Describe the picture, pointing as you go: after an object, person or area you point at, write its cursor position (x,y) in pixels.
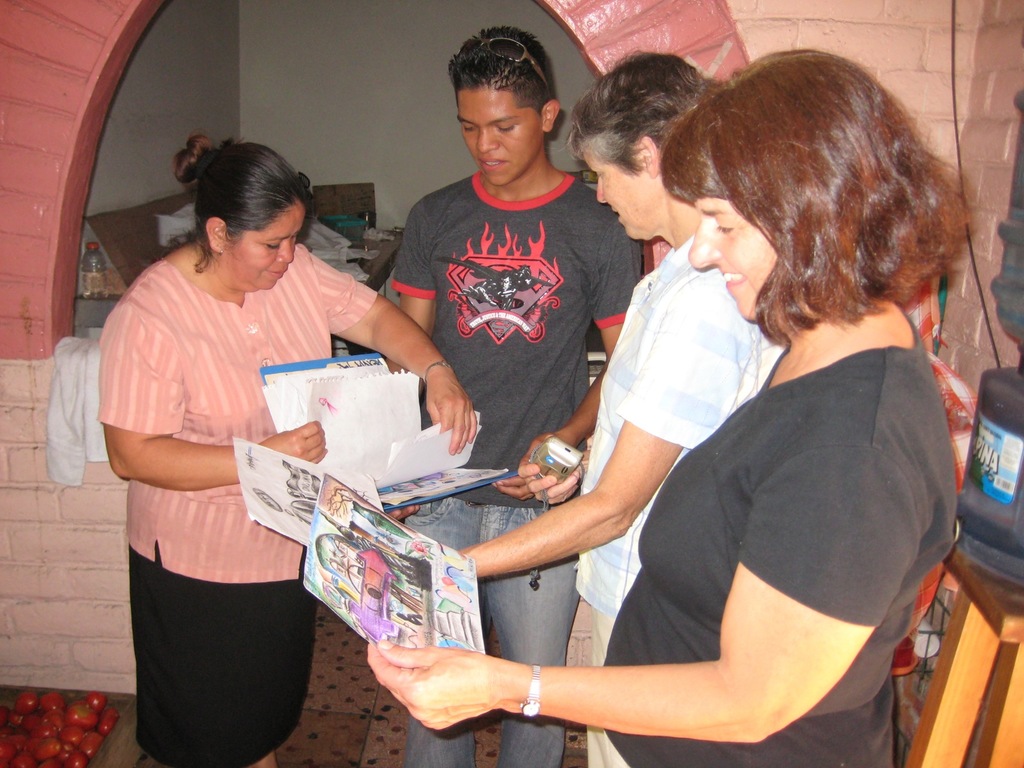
In this image we can see some people (683,388) holding the papers (391,560). A person (548,500) is holding an object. There are two other persons (209,417) holding a file (336,443). Behind the people (225,156) there is a bottle (99,258) and some objects (112,240). On the right side of the image (998,422) there is a water can (993,398) on the table (972,701). At the bottom left side of the image (58,701) there are tomatoes (83,710).
